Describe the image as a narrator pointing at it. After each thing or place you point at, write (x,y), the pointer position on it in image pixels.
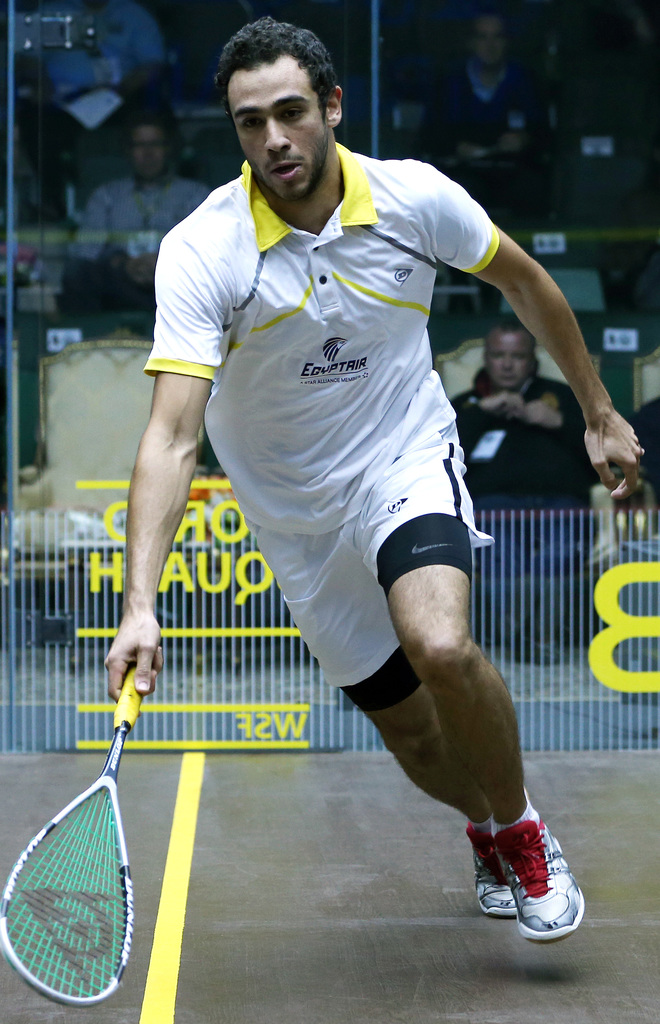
In the image we can see there is a man (409,699) who is running and holding a squash racket (48,977) in his hand (146,663). At the back (470,137) there are people (470,137) who are sitting.
